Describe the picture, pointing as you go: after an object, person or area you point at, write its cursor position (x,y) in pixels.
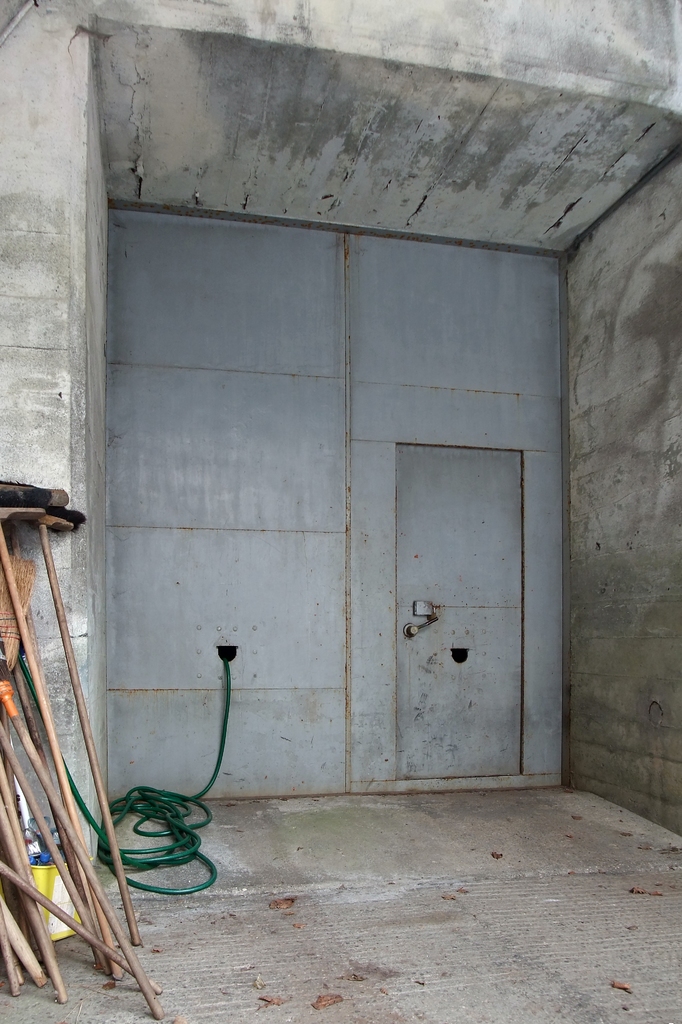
In this image, we can see sticks (132,924), a pipe (149,851) and some other objects (50,872) and we can see a door (309,521) and a wall (3,131). At the bottom (450,872), there is a floor (453,951).
